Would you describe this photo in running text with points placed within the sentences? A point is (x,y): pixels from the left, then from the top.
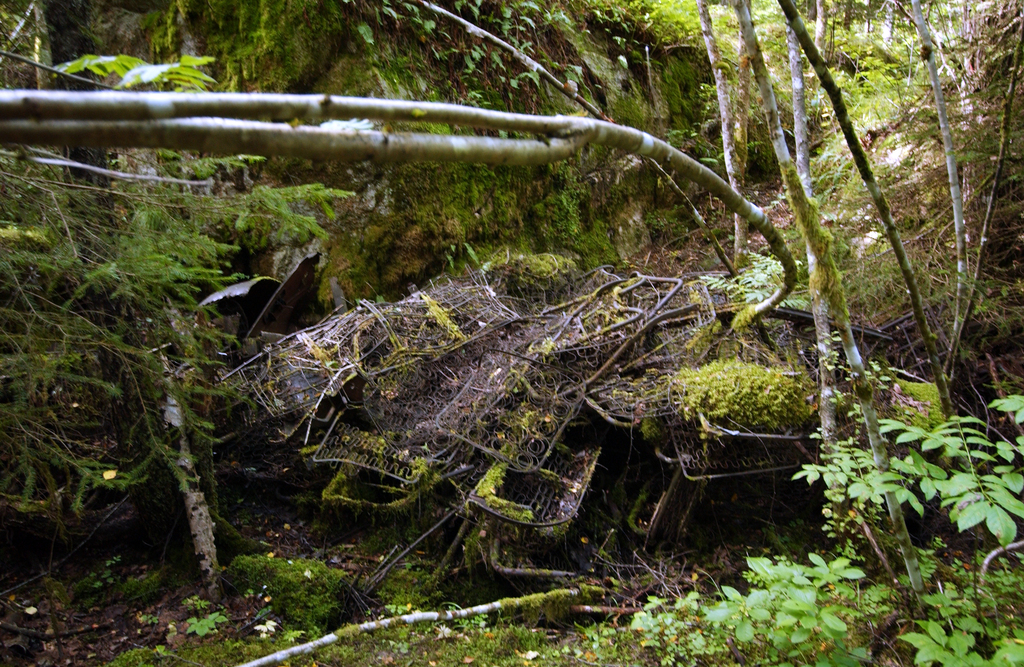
As we can see in the image there is grass (844,147), plants (992,590) and trees (990,124).
